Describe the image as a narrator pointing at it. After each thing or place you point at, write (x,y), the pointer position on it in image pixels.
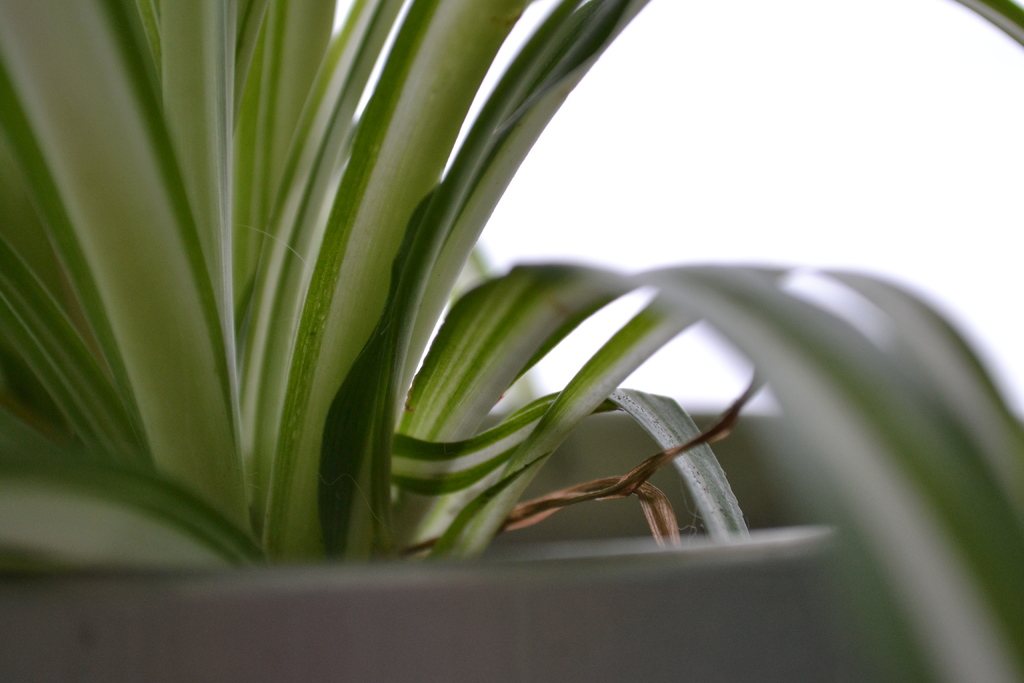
These are the leaves (376,295) of a plant (377,343), this is the plant pot (489,622) in white color.
